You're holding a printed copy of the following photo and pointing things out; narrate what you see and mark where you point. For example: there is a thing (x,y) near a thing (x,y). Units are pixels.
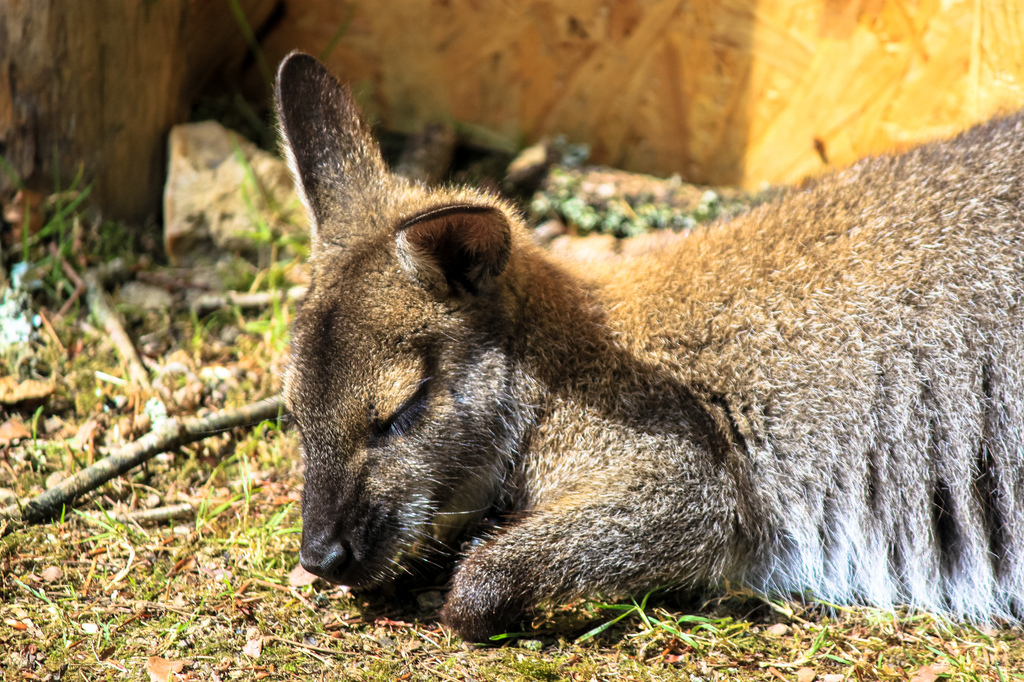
In this image we can see an animal (467,556) lying on the floor (258,389). In the background (231,186), we can see a stone (174,204).
